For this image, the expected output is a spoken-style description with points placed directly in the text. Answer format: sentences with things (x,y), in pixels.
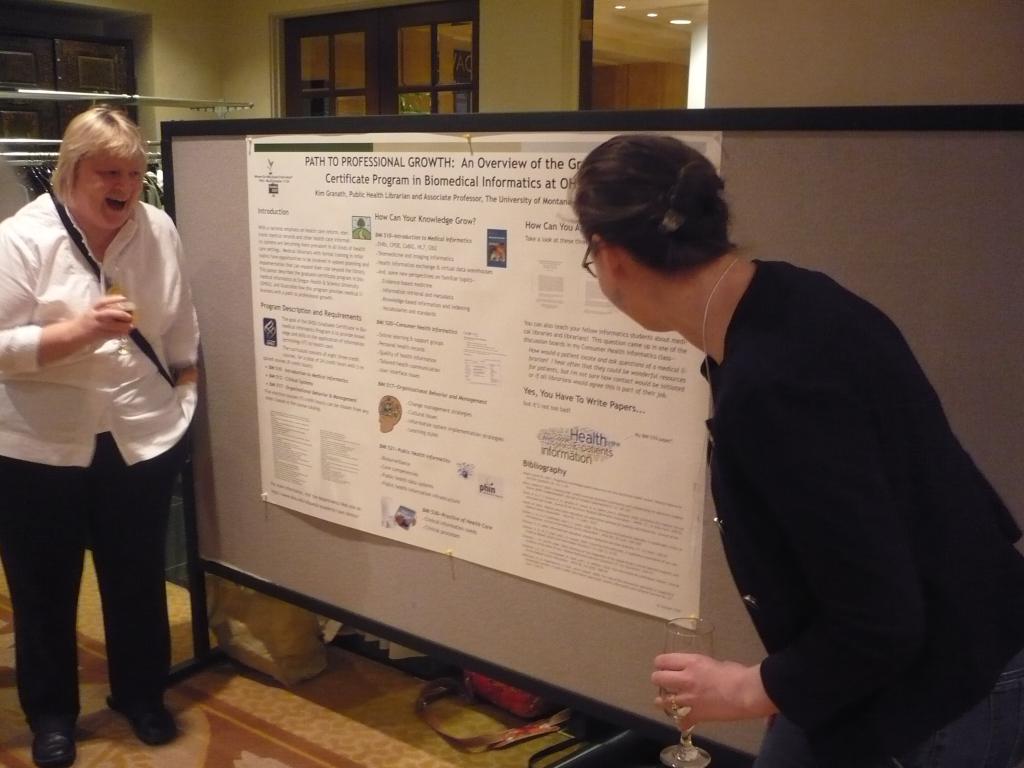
In this image I can see a woman (117,311) wearing white and black colored dress (113,383) and another woman (847,459) wearing black color dress (839,442) are standing and holding glasses (131,287) in their hands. I can see a huge board (318,372) and a poster (587,438) attached to the board (544,598). In the background (810,52) I can see the wall (870,79), the window (468,57), few lights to the ceiling (626,29) and the door (74,45) which is black in color.
